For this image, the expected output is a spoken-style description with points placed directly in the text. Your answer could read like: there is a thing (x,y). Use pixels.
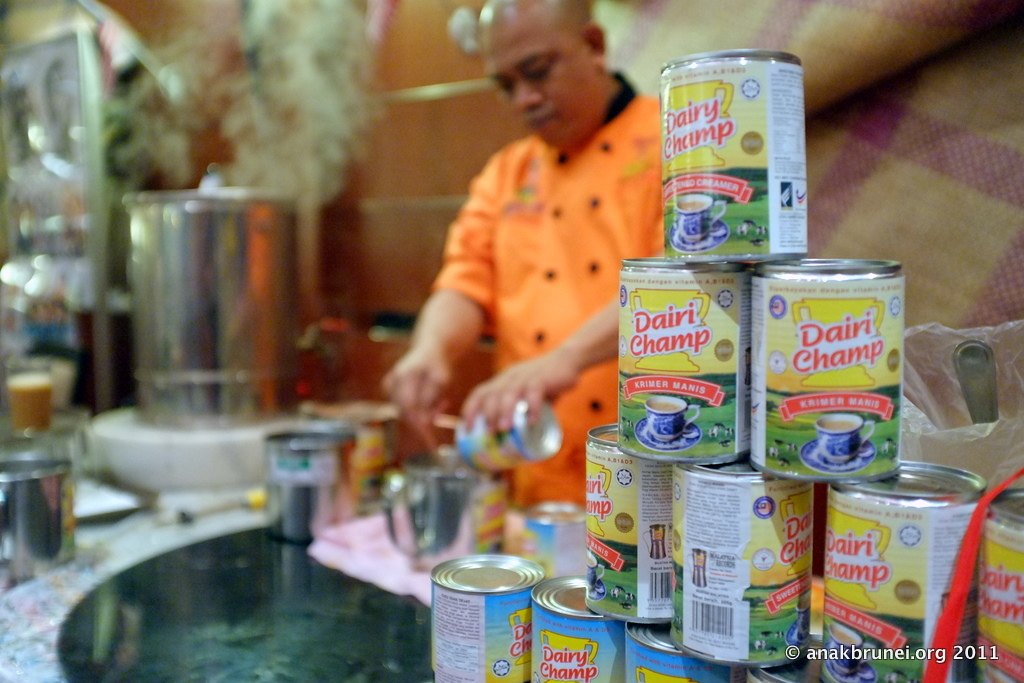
In the image there are some sealed cans (732,450) in the foreground (848,495) and behind the cans (782,456) there is a man (535,342) and in front of him there are some utensils (393,472), he is preparing something.
